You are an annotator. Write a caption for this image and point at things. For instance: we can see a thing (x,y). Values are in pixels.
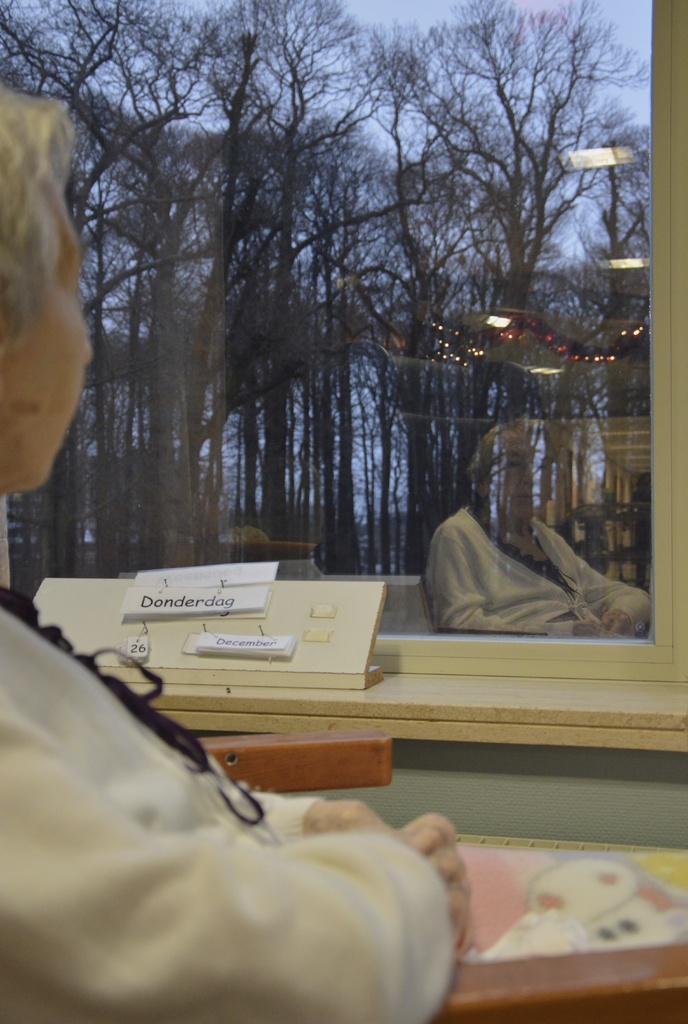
In the image there is a blond haired woman (21,272) sitting in front of window (666,636) and behind it there are trees (180,347) all over the place and above its sky (427,22).
